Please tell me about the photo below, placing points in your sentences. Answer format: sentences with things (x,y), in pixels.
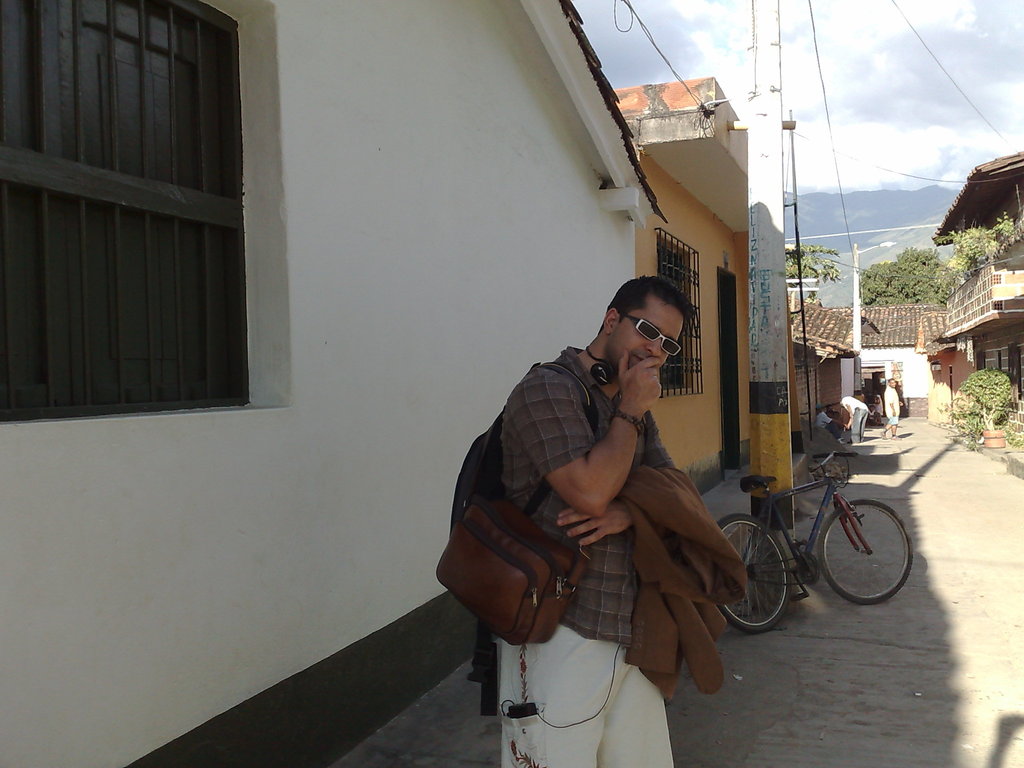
In the foreground (570,401) I can see a person (523,456) is standing on the road (907,478) and is wearing a bag (531,615). In the background (841,519) I can see a bicycle (753,604), buildings (674,213), light poles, wires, houseplants (982,435), trees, group of people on the road (917,465), windows (54,145) and the sky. This image is taken may be during a day.
